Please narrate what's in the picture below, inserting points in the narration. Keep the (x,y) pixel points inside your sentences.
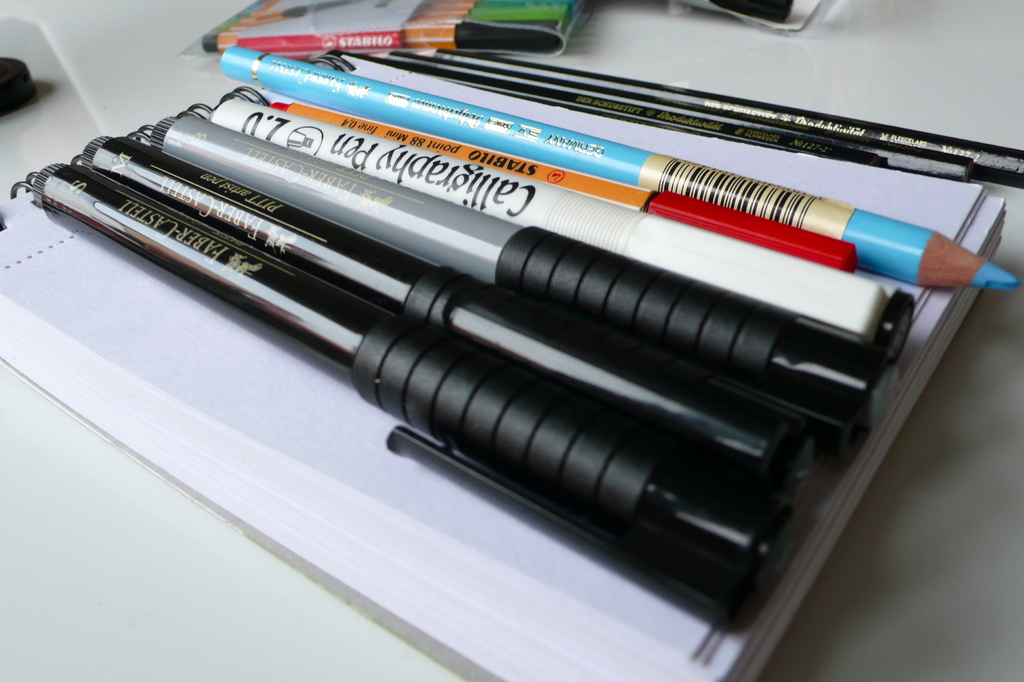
In the image there is the book (280,484) and on the book (193,321) there are pens (603,264) and pencils (468,115), beside the book (437,85) there are other objects (496,37).
